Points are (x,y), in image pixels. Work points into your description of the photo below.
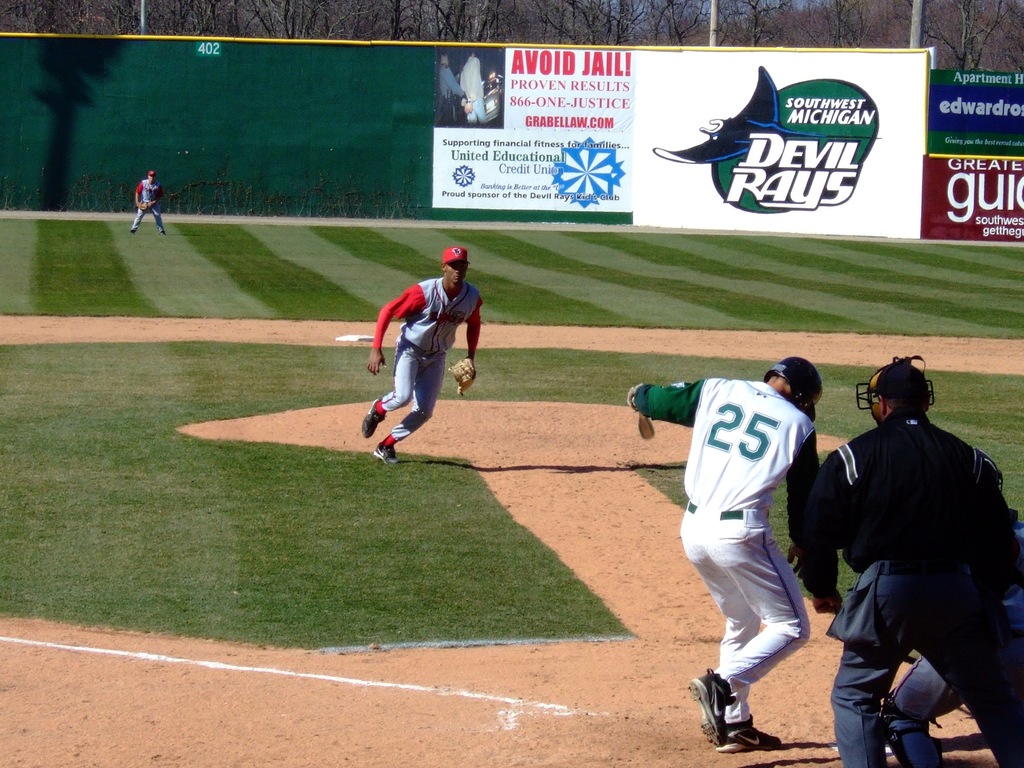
In this image I can see an open grass ground (294,257) and on it I can see few people (664,389) are playing baseball. I can also see all of them are wearing sports jerseys (756,494), gloves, caps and two of them are wearing helmets (805,382). I can also see something is written on their jerseys (433,300). In the background (784,227) I can see few boards (443,55), number of trees (579,25), few poles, the sky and on these boards (612,165) I can see something is written.
